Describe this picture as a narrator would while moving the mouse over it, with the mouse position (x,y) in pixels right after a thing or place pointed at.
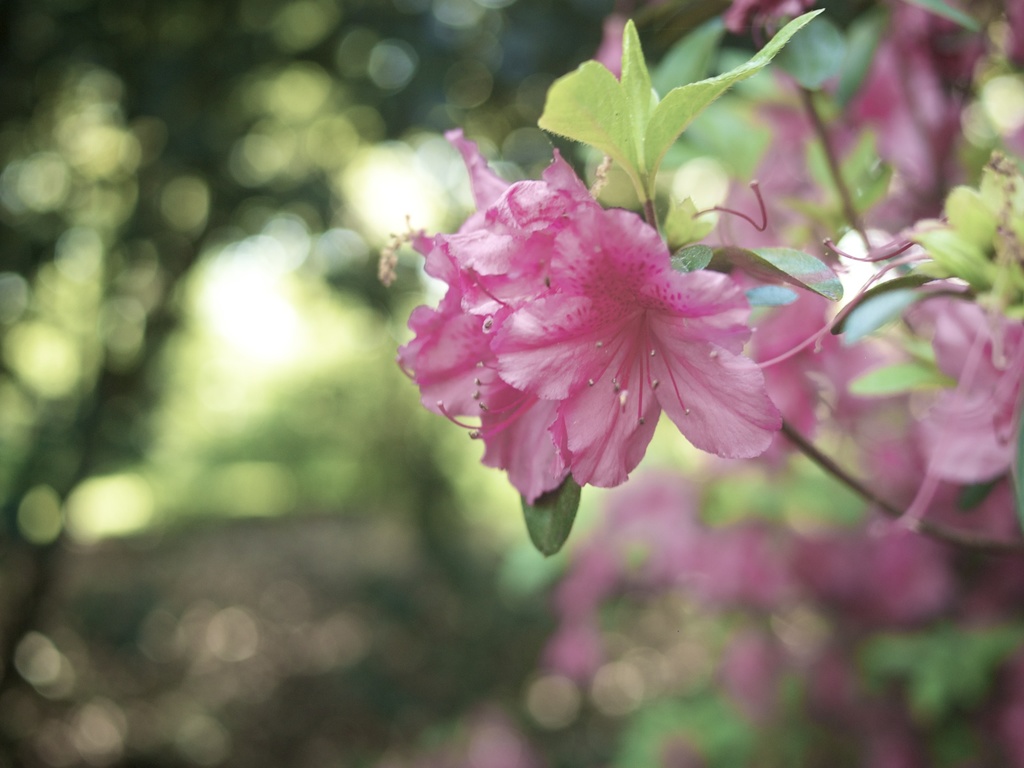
In this picture we can see pink color flowers (813,569) and leaves (760,269). On the back (258,487) we can see plant (298,470).
